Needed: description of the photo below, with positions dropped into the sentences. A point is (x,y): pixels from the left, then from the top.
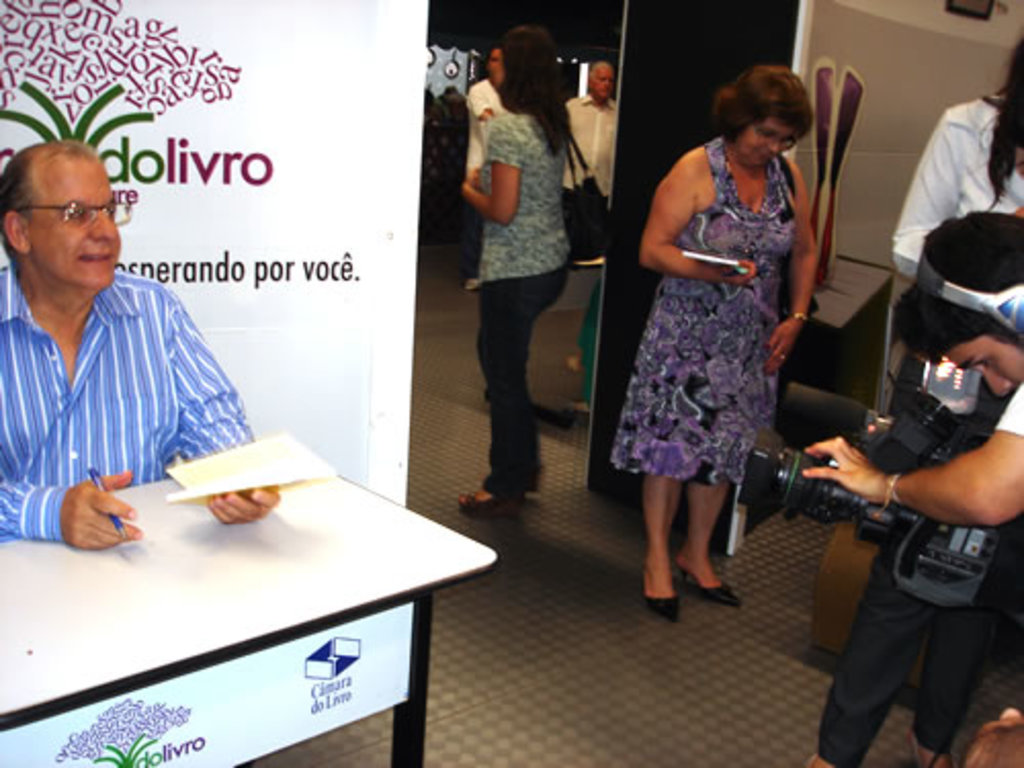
In this image I can see number of people (1020,171) are standing here and a man (96,354) is sitting. Here I can see a man (961,627) is holding a camera (944,379).
